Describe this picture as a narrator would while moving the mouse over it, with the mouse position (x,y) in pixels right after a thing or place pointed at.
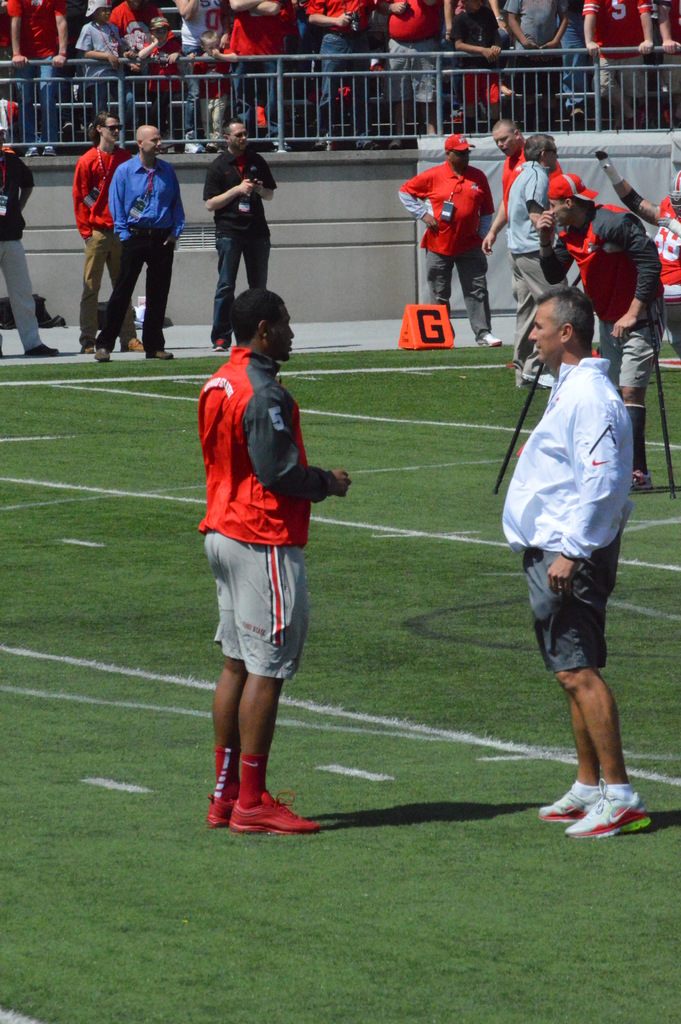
In this image there are so many people (298,441) standing in the ground (463,437) behind them there are so many other people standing behind fence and watching at them.
